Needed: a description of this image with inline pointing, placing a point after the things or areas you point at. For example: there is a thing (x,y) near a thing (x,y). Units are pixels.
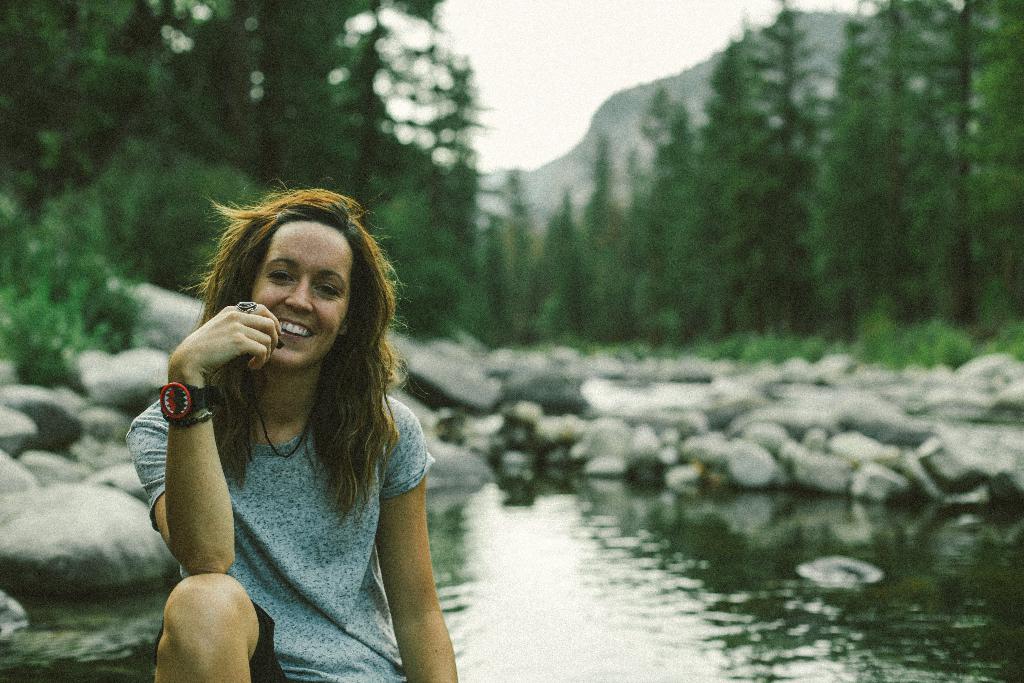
In this picture I can observe a woman (241,363) sitting on the left side (312,426). She is smiling. Behind her there is a small pond (533,578). In the background (616,412) there are rocks (620,381), trees (585,333) and sky (520,62).
